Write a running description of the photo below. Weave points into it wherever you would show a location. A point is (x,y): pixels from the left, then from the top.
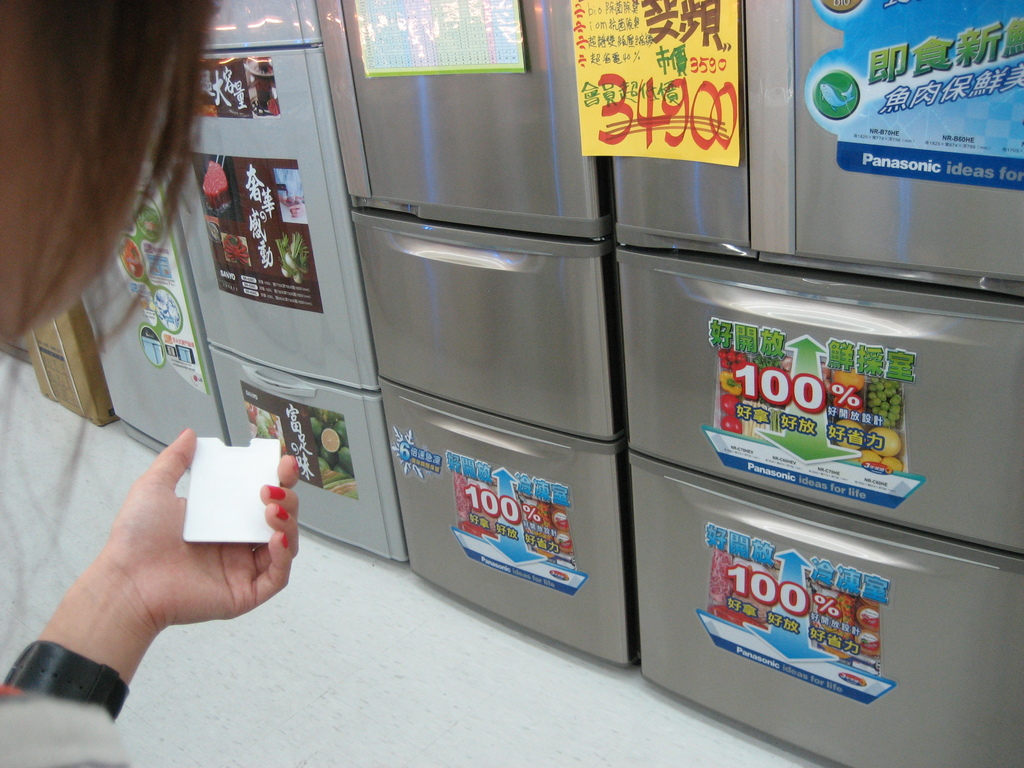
In this picture there is a person (49,306) holding a white object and we can see floor (493,642) and posters (476,61) on refrigerators (697,462).
